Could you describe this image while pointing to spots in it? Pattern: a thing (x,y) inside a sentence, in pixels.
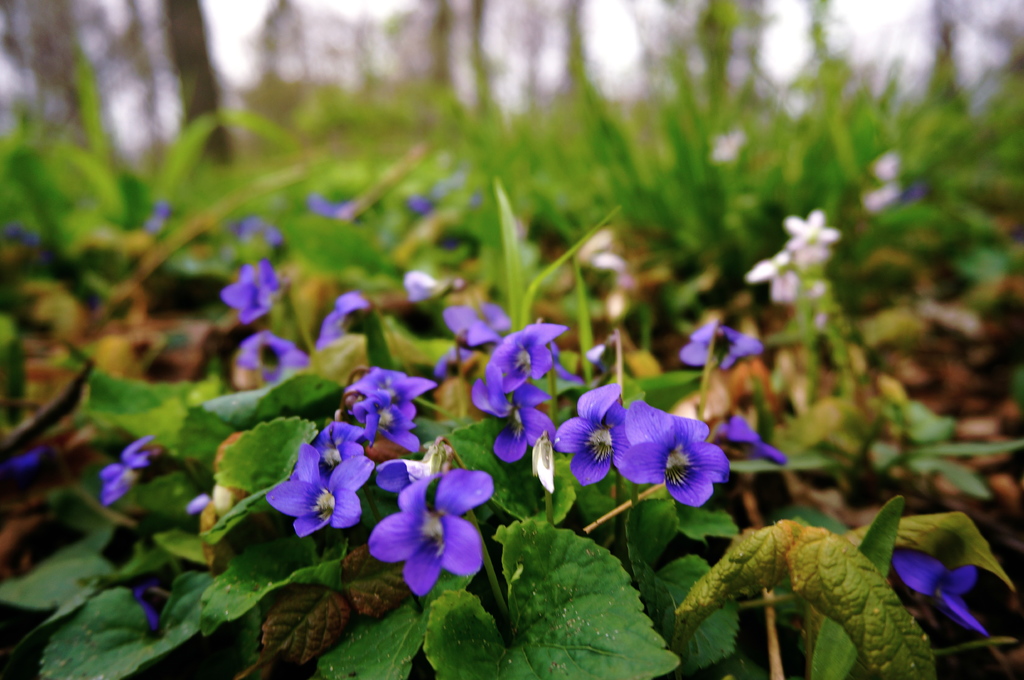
In this image, we can see some plants (140,271) and there are some purple flowers (733,346), we can see some trees (130,58) and there is a sky (790,37).
